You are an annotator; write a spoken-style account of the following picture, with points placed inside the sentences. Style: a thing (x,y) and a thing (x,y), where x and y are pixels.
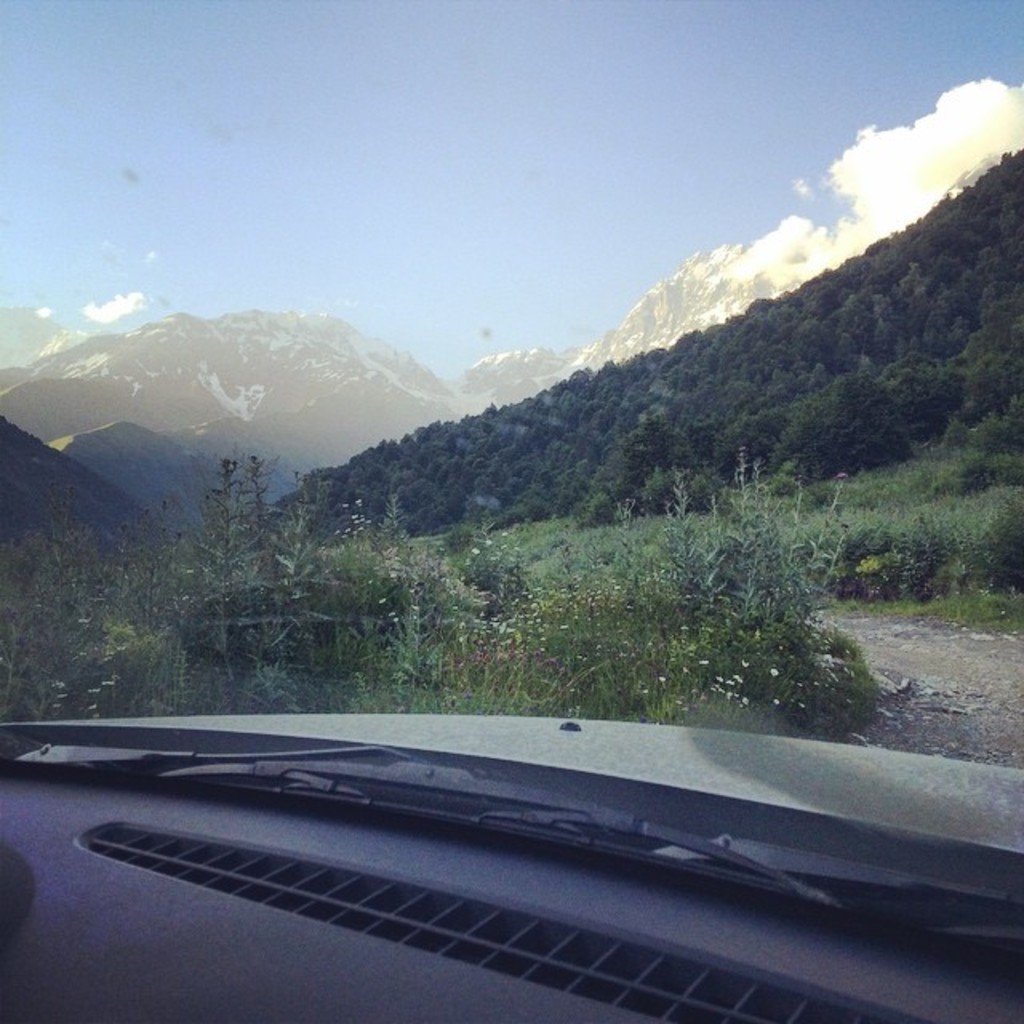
In this image I can see a car (416,758), plants (543,573), trees (660,422), mountains (470,372) and the sky (167,151). This image is taken may be near the hill station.
